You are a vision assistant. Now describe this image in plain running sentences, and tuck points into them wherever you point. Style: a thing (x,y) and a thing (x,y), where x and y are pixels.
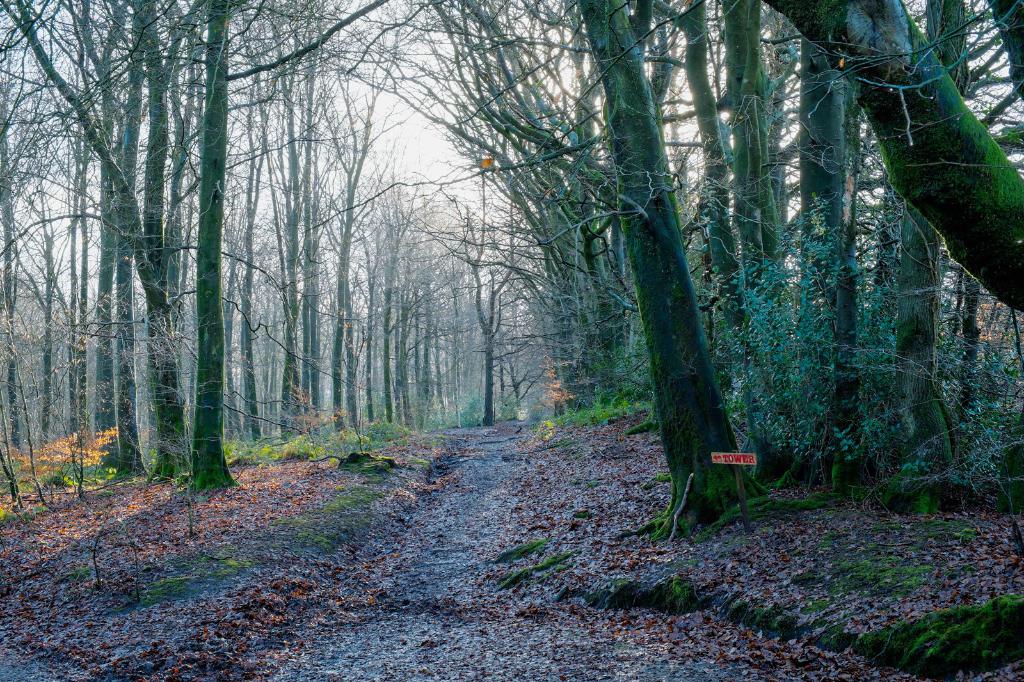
In this image, we can see some trees (584,238) and plants (734,370). There are dry leaves (719,574) on the ground (622,515).
